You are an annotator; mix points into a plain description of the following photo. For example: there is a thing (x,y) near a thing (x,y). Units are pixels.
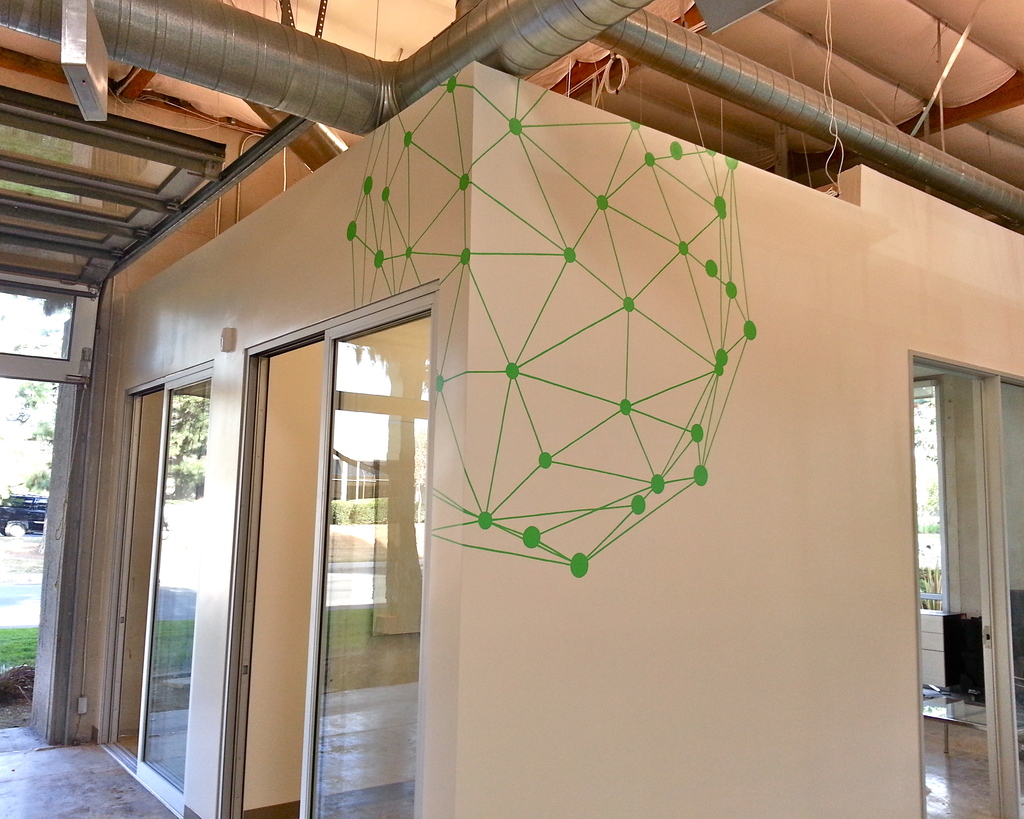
In the foreground of this image (378,665), there are glass doors (385,632), a painting (673,479) on the wall (780,407) and few pipes (655,40) at the top (655,40). On the left (36,501) in the background (8,529), it seems like a vehicle (42,525). At the bottom (97,794), there is a floor (59,790).
